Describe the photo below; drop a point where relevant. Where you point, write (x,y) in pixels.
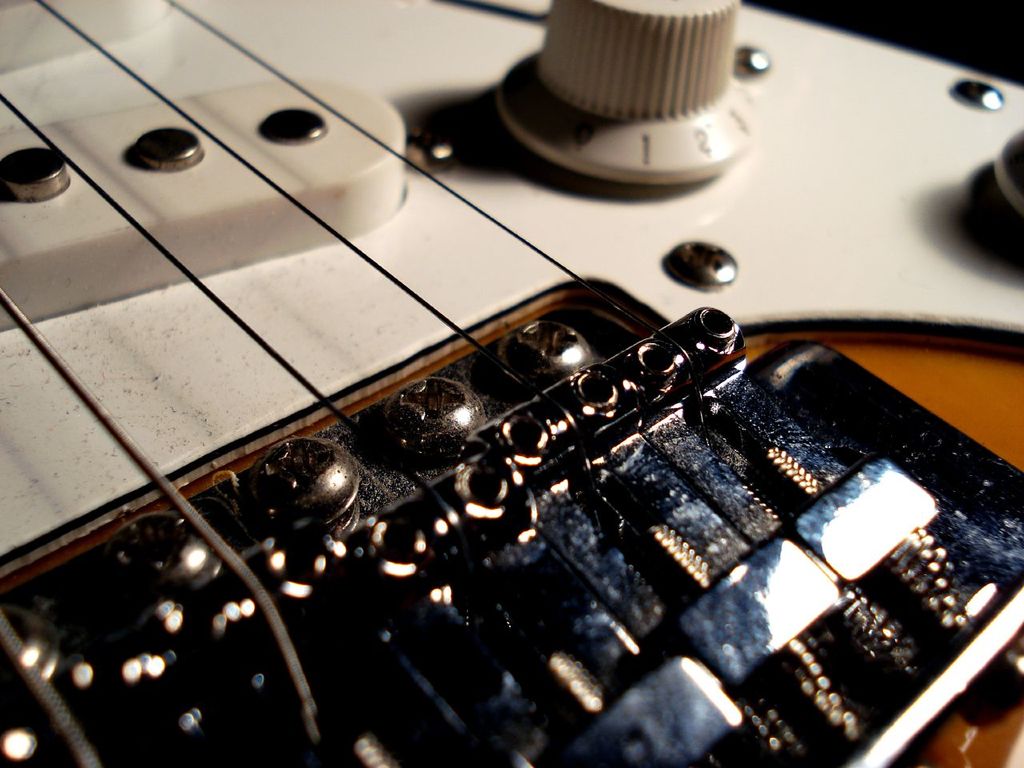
In this image there is a guitar (568,131). This is a regulator (612,83). These are bolts (386,427).
